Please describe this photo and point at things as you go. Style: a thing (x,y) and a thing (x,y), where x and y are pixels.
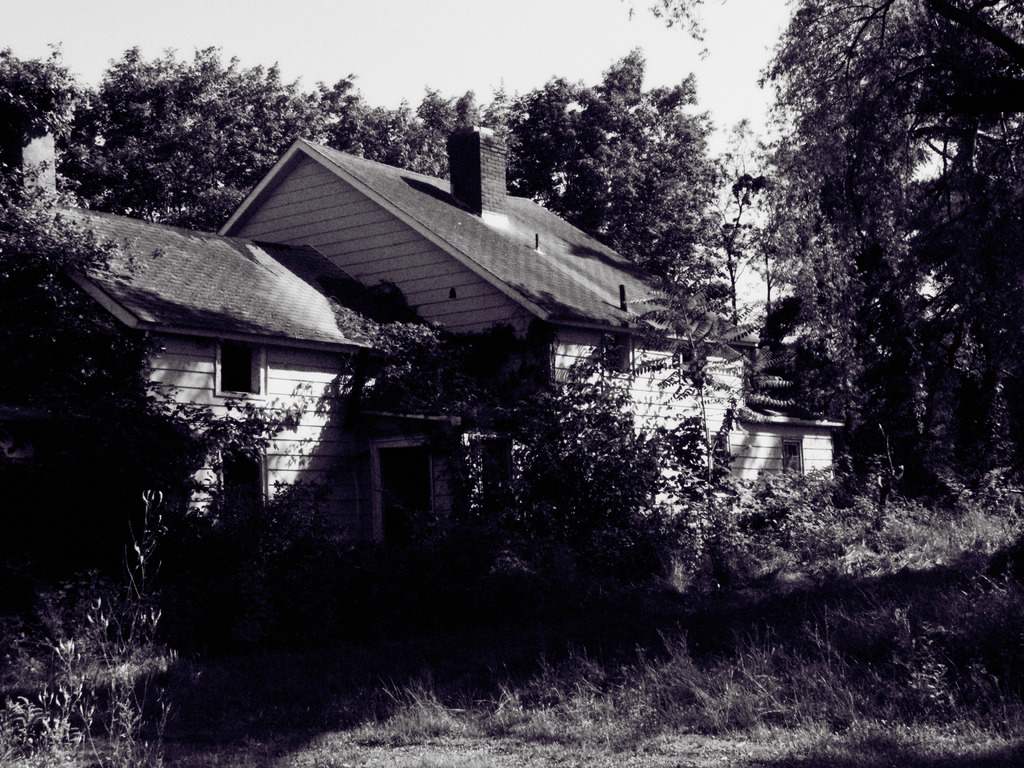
At the bottom of the image (497,656) there is grass (554,678) on the surface (271,739). In the center of the image (616,375) there is a building (448,482). In the background of the image (601,152) there are trees (137,120) and sky (420,48).
